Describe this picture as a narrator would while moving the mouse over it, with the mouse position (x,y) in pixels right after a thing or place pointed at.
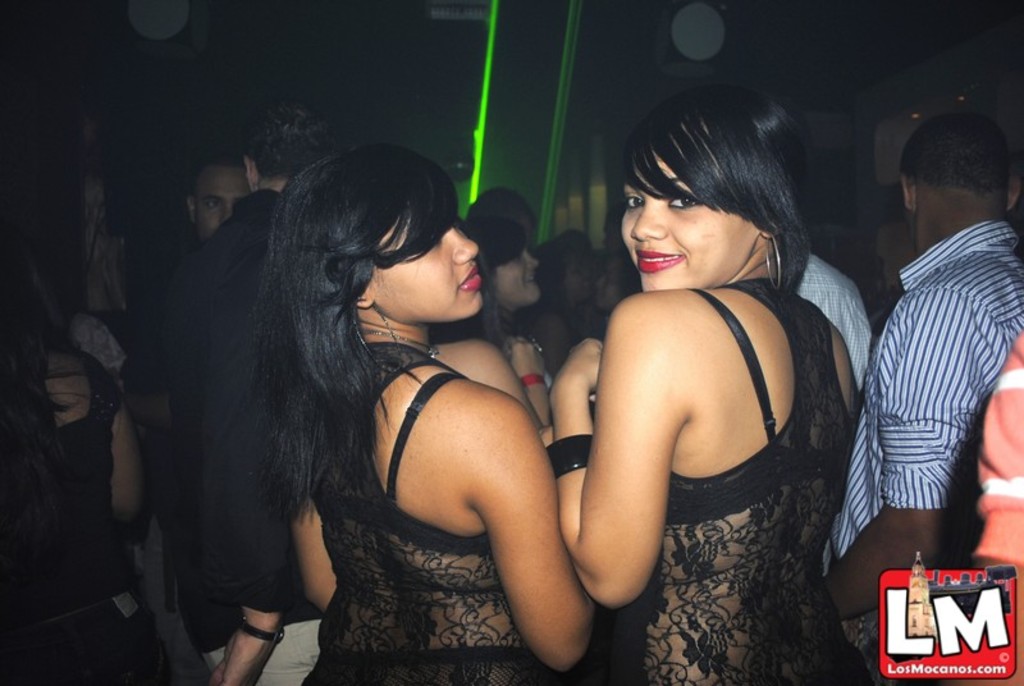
This image consists of two women (425,640) wearing black dress (546,672). In the background (260,564), there are many people (837,324). It looks like it is clicked in a pub (128,541).
